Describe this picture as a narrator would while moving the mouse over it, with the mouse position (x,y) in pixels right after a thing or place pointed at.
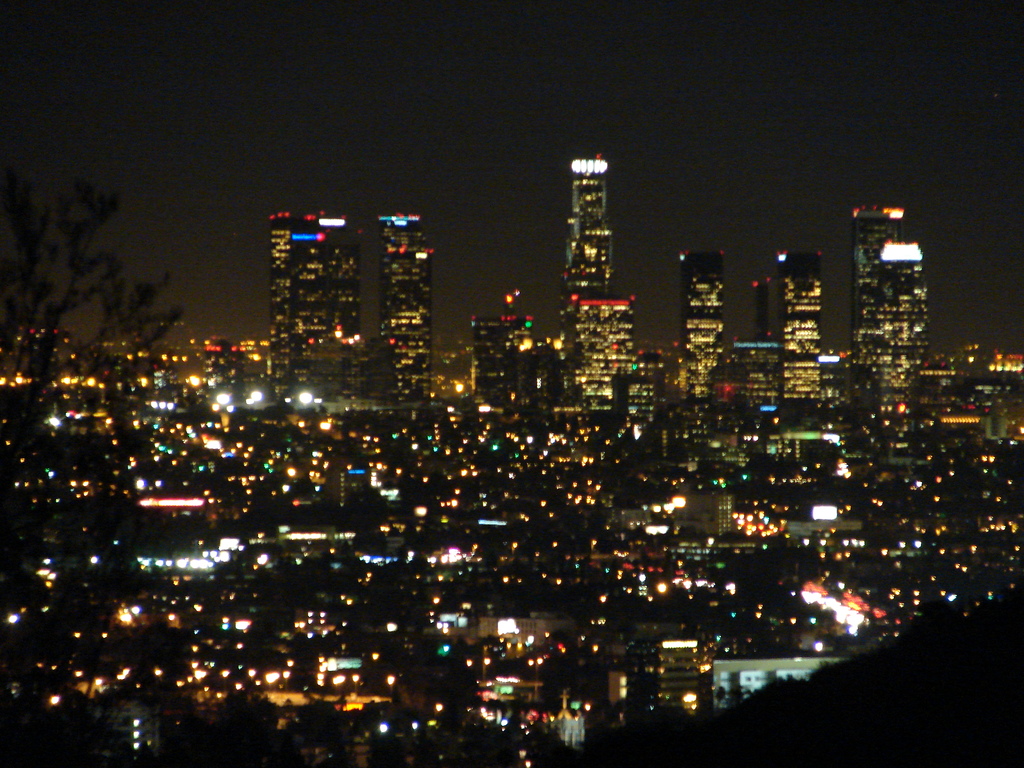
This image is taken at the nighttime. In the center of the image (346,319) there are many buildings (327,519). There is a tree (125,309) to the left side of the image (49,617).
